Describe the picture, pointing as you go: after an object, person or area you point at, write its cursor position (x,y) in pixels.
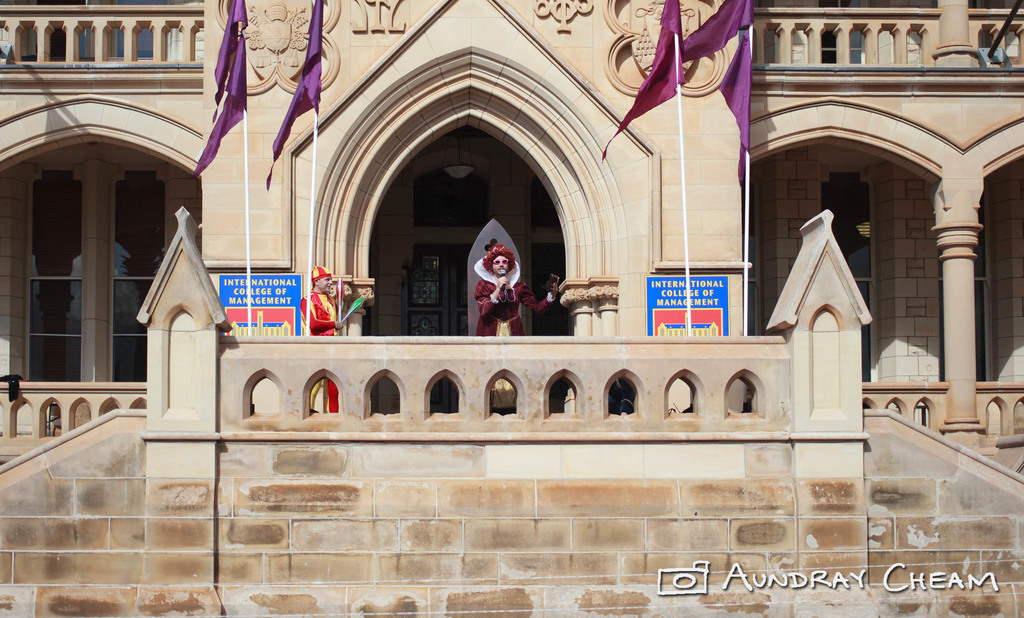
In this picture we can see a person (488,262) holding a mic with his hand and a man (331,332) standing, posters (274,313), flags (270,174), poles (682,166), pillars (852,343) and a building (907,283) with windows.
